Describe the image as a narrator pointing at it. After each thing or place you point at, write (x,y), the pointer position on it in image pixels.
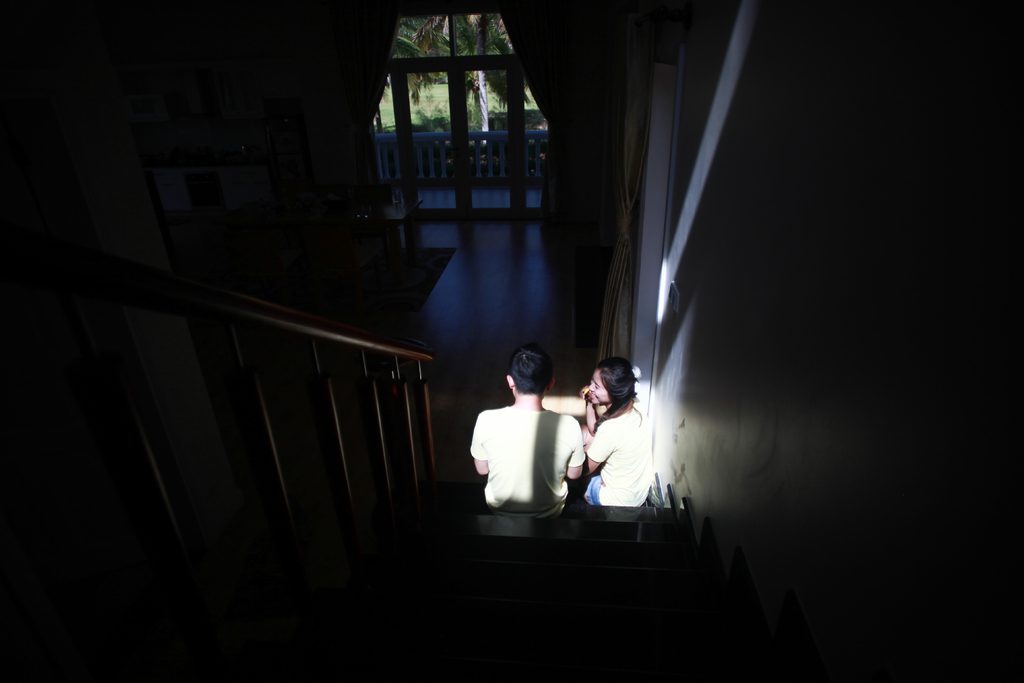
This picture is dark, there are two people (594,480) sitting, beside this woman (591,492) we can see wall (689,437). In the background (484,136) we can see fence (496,140) and tree (472,87).
